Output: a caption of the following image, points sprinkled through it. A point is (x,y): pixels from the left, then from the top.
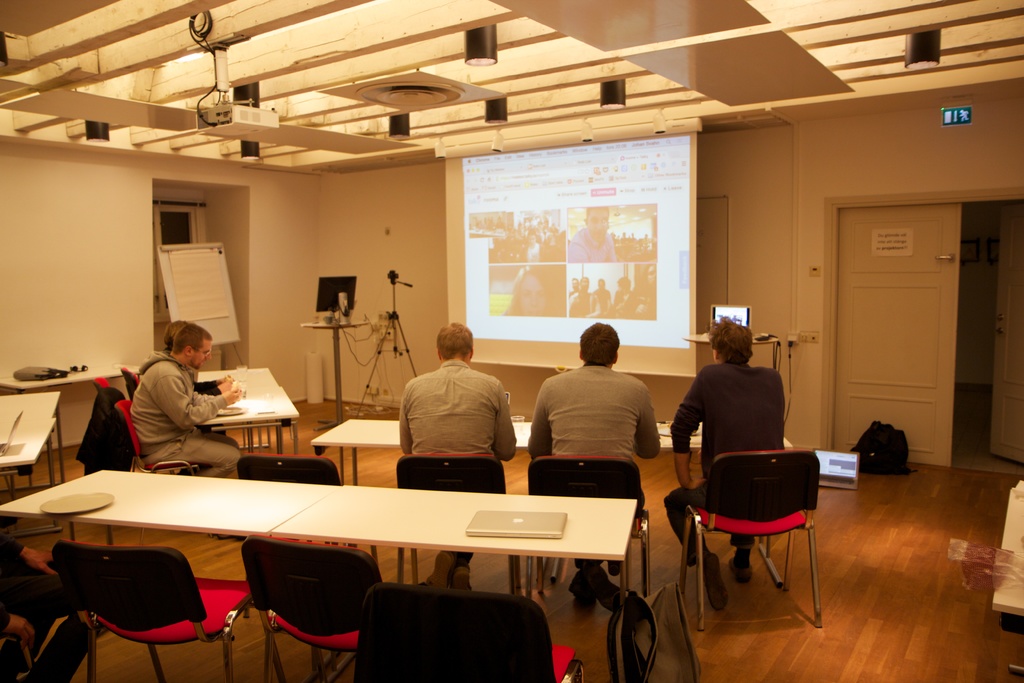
Few people (608,443) are watching a presentation (577,253) on a screen (498,284).
